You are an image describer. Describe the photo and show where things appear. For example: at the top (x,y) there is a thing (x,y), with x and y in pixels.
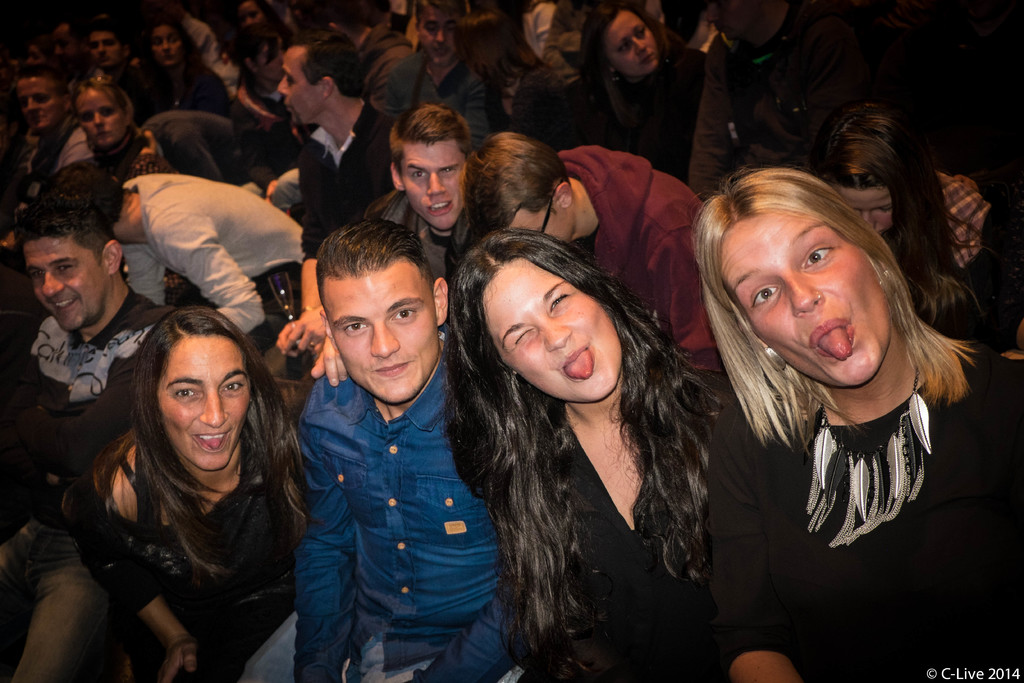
Here we can see a group of people (696,194) and it is called as crowd (229,151). In front we can see four persons (597,502) posing to a camera.
